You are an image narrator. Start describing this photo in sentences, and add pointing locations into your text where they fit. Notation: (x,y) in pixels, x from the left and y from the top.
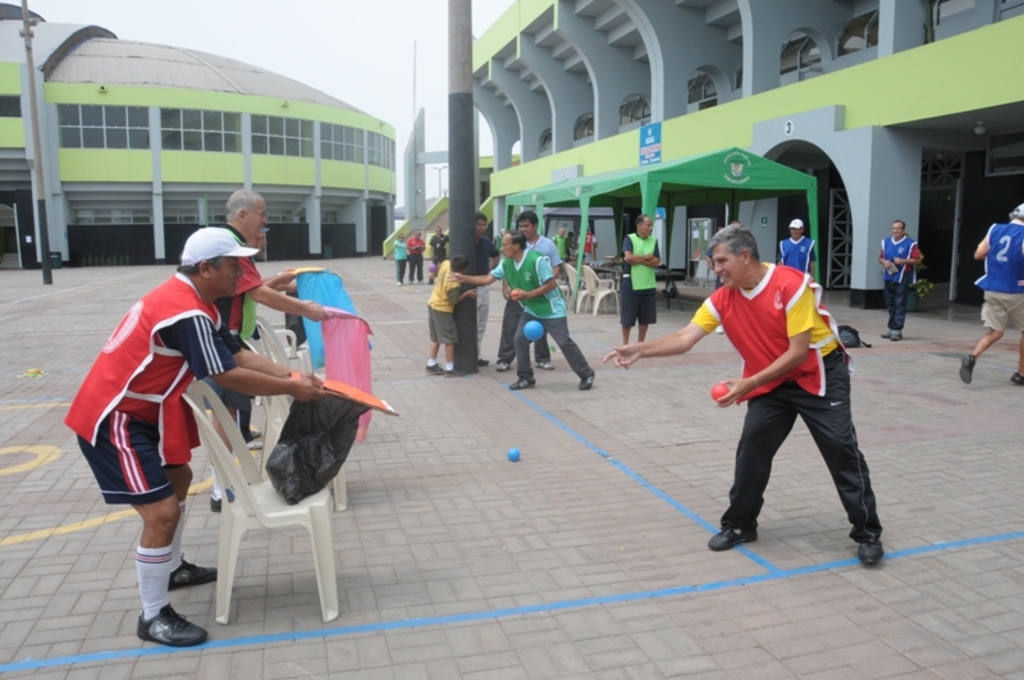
In the picture there are two buildings (741,131) and on the right (759,387) in front of the building (576,109) few people (243,307) were playing some game on the pavement (711,521) and behind them there is a green color tent (618,193).
